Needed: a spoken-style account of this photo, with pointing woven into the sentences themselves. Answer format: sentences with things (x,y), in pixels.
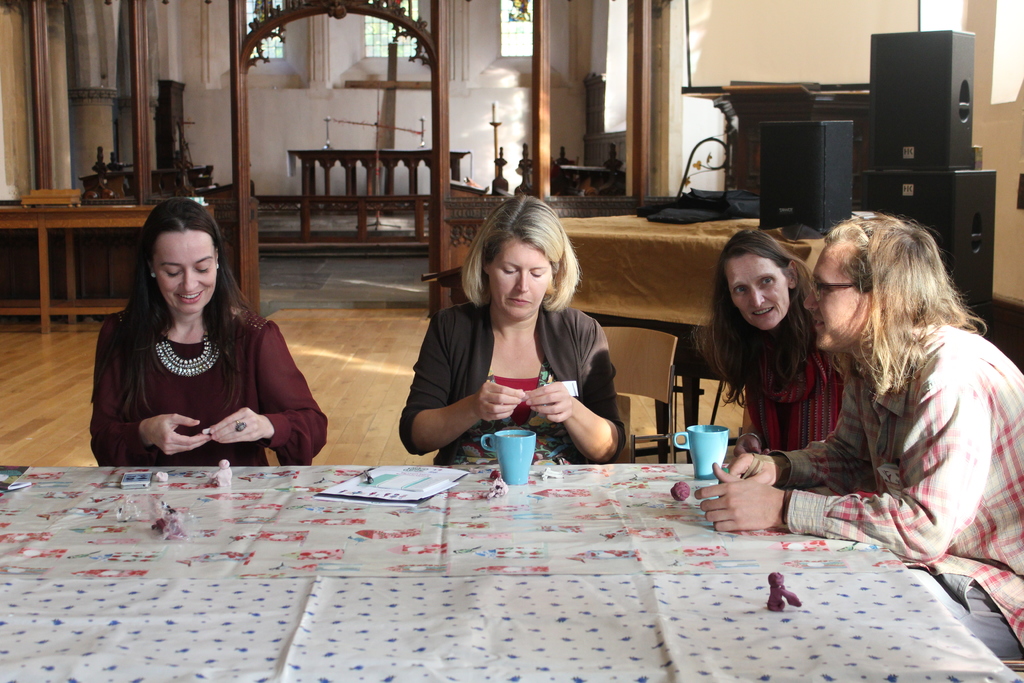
In this picture in the front (384,622) there is a table (594,648), on the table (626,486) there are cups (712,476), there are mobile phones (136,482) and there is a paper (406,494). In the center (448,366) there are persons (726,384) sitting and smiling. In the background (922,141) there are speakers (905,164), there is a table (97,224) and on the table (81,224) there is an object (53,204) which is brown in colour and there are windows (382,36) and in front of the windows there are objects (376,174) which are brown in colour. On the right side (715,197) in the background (648,232) there is a table (665,235) and on the table (677,234) there is an object (702,210) which is black in colour and there is a cupboard (773,113). On the left side (88,130) in the background (88,121) there is a pillar (82,102) and there is a wall (321,118).
